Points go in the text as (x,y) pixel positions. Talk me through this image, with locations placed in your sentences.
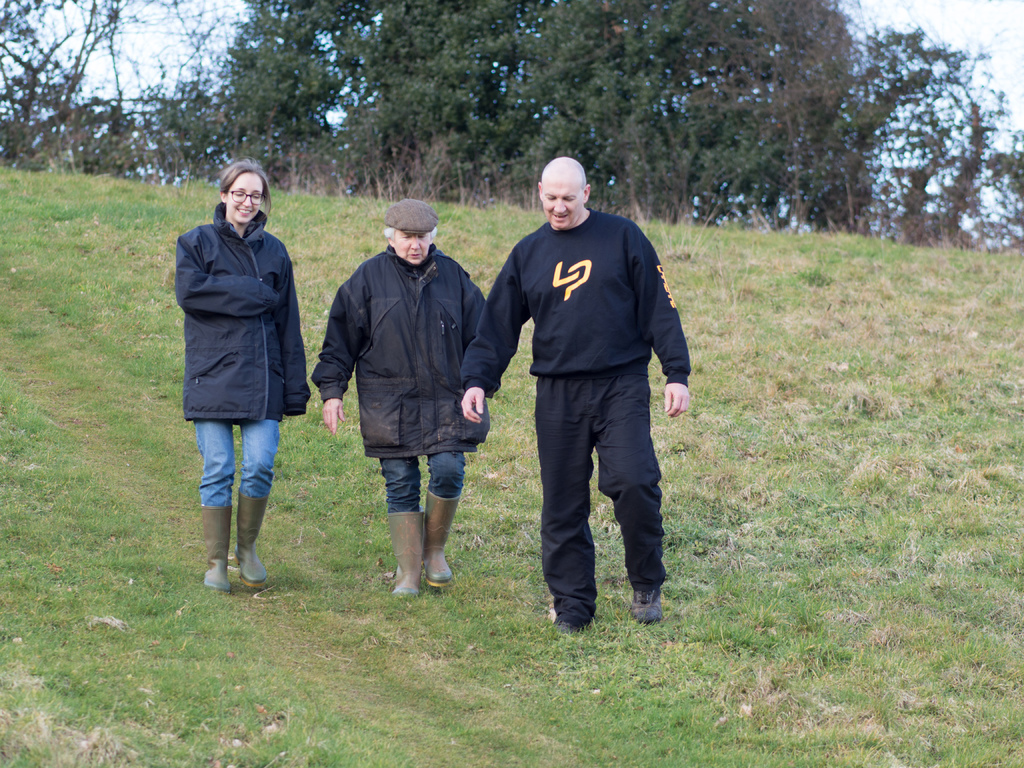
In the picture we can see two men (586,267) and one woman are walking on the grass surface hill (802,399), they are with black jackets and in the background (292,36) we can see some trees (596,80) and sky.
